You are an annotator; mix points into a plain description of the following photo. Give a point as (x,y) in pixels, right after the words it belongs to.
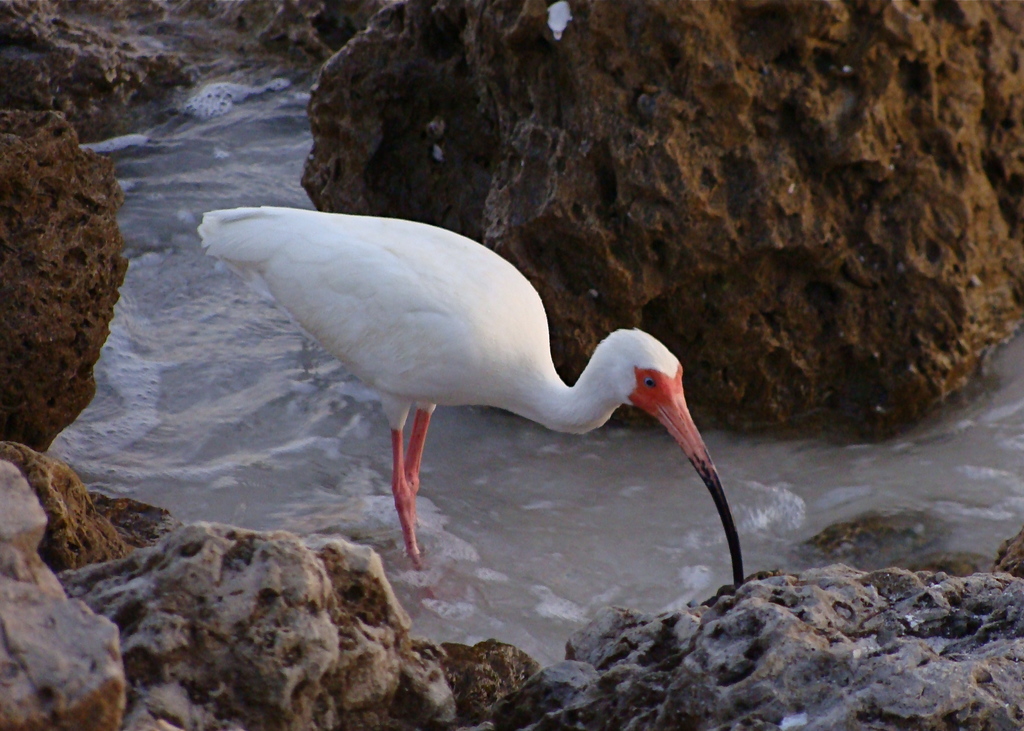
This looks like an ibis (481,361), which is standing in the water (451,574). These are the rocks (392,165). I can see the water (427,487) flowing.
